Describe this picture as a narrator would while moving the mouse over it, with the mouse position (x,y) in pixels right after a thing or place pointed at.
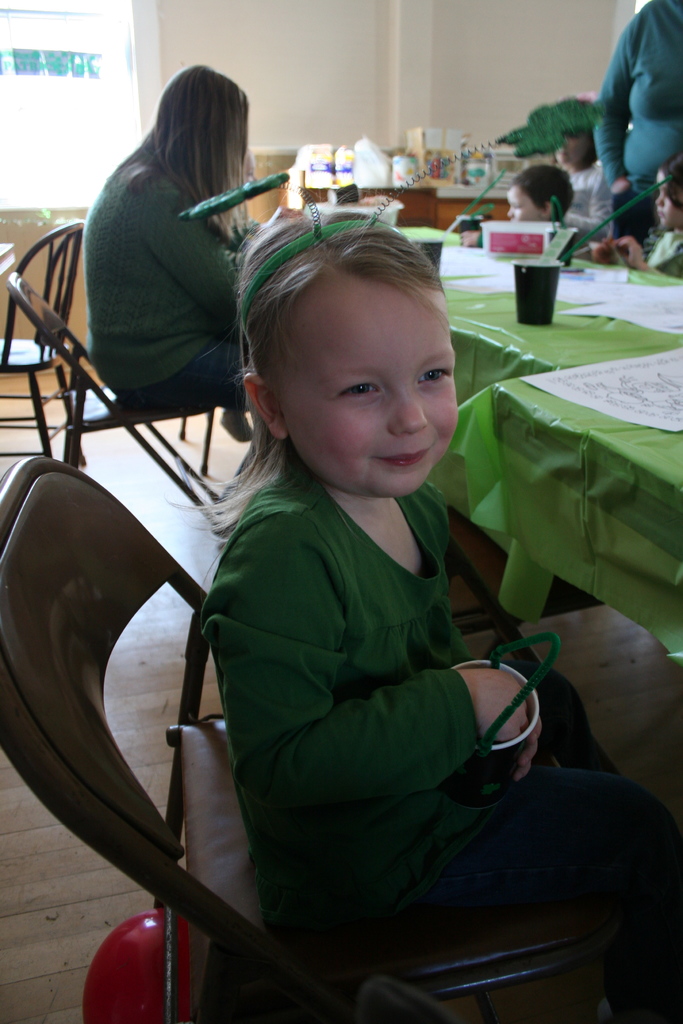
A girl (292,228) is sitting in a chair (478,940) at a table (646,438). She wears a costume (315,570) in green color. There is a woman (140,285) behind her sitting in a chair (138,420). A few children (526,184) are sitting at a distance in background (565,192).
